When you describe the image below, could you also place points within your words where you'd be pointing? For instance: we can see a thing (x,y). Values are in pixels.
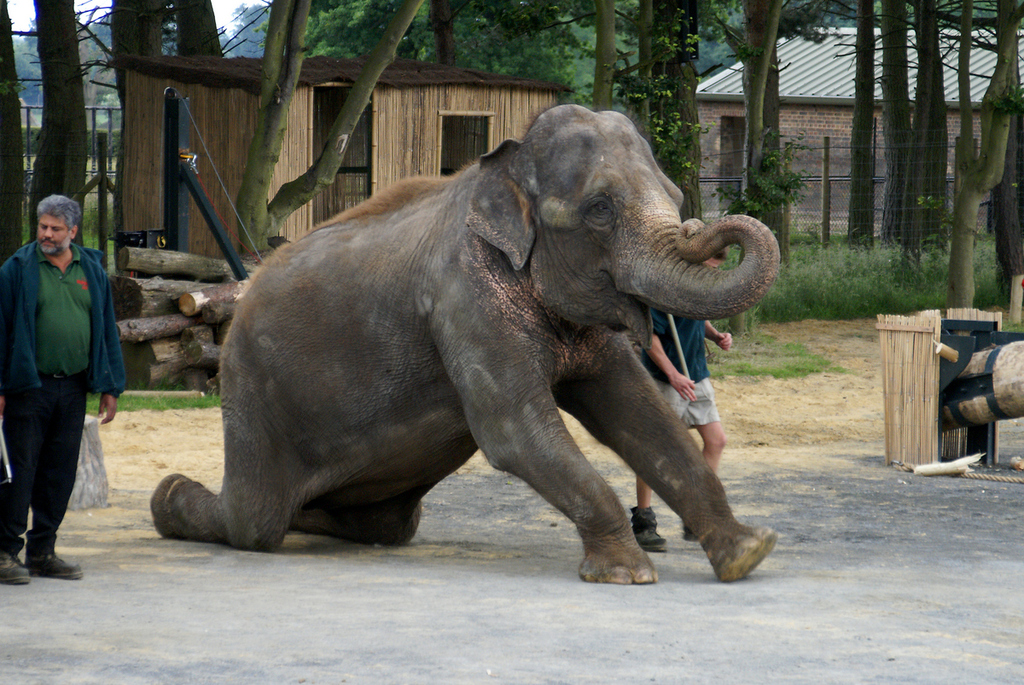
We can see an elephant (582,340) is standing on the knees (388,500) by its backside two legs (376,527) on the ground (459,613). To the left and right we can see two men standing on the ground (598,595). In the background (569,96) there are trees (569,96), plants (837,239), grass (848,256), windows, wooden objects (894,355), wall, fence (833,221), roof (804,44), house (830,45) and sky (235,19).
